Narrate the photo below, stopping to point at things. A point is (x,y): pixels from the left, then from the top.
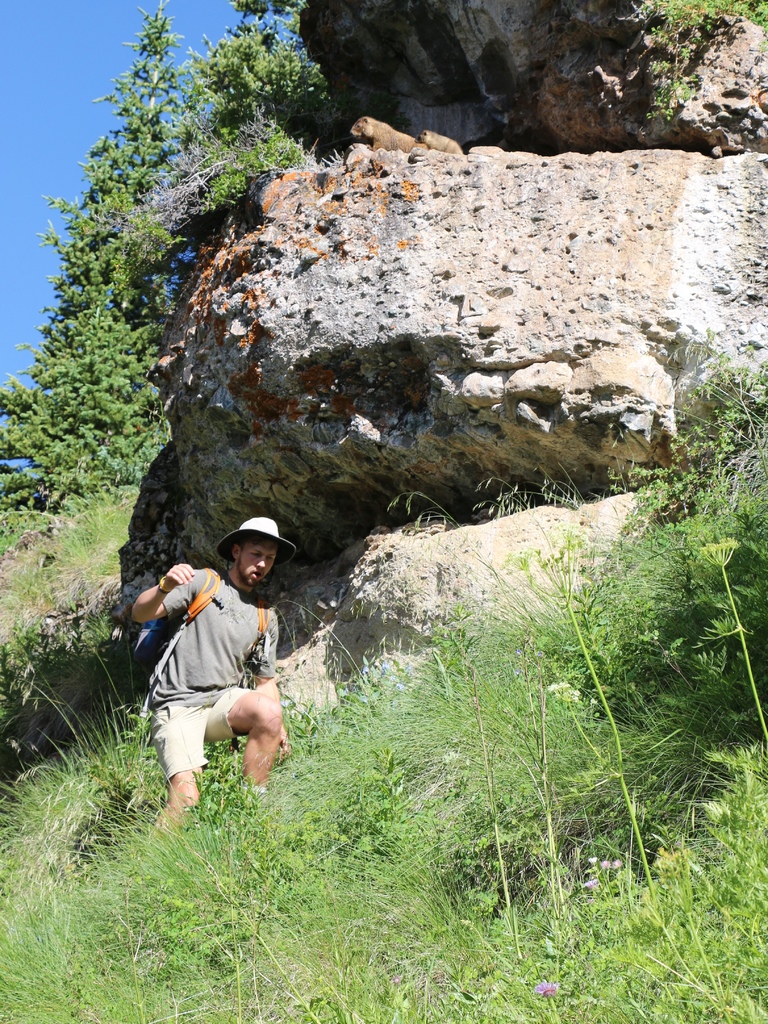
In the image there is a man (204,649), around the man (183,680) there are huge rocks (399,235), grass (120,504), trees (9,384) and plants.
